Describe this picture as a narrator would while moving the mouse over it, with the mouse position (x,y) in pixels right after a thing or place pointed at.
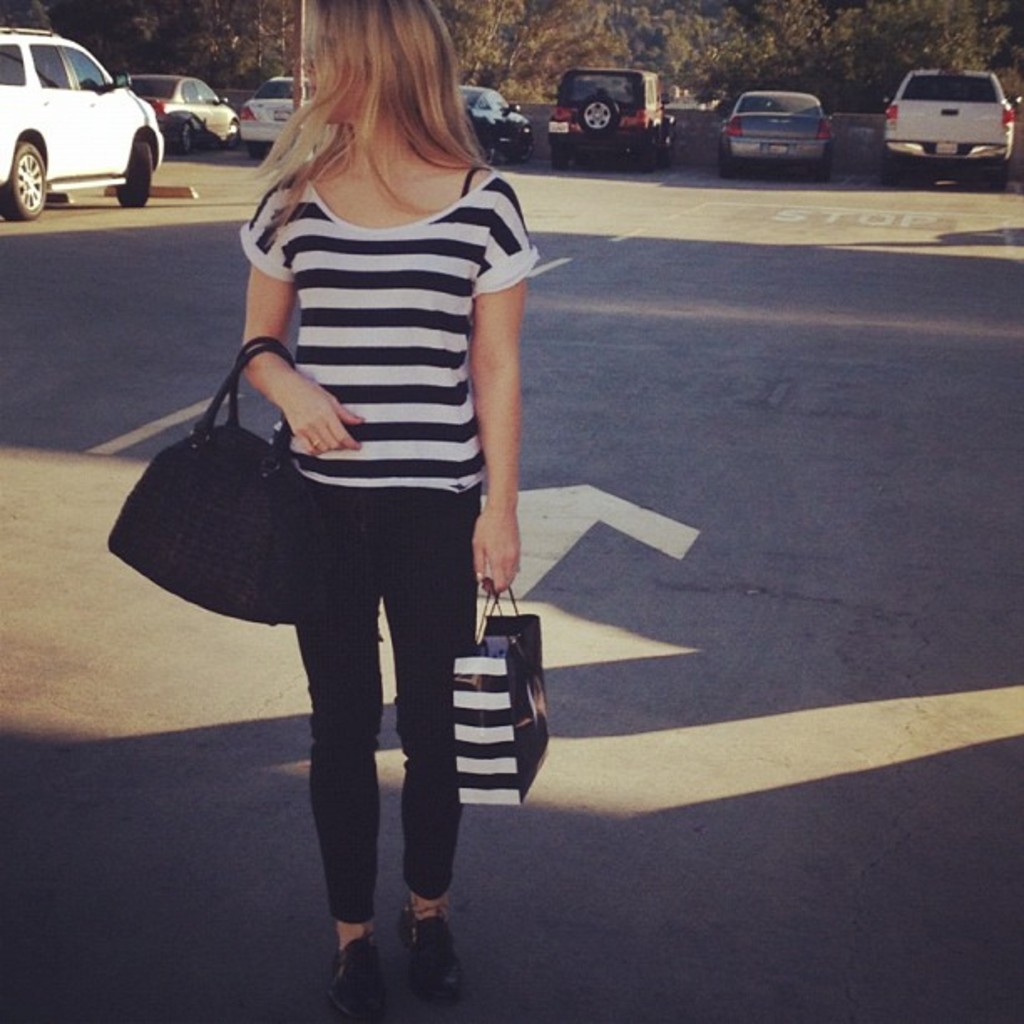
This picture might be taken on the wide road (810,222) and it is sunny. In this picture, on the left side (341,563), we can see a woman (391,369) holding her handbag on one hand (325,450) and carry bag (502,667) on the other hand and the woman (343,442) is standing on the road (536,836). In the background (232,77), we can see some cars (756,118), tree (1015,77). At the top (999,62), we can see trees (505,10), at the bottom (792,693) there is a road (794,504).
